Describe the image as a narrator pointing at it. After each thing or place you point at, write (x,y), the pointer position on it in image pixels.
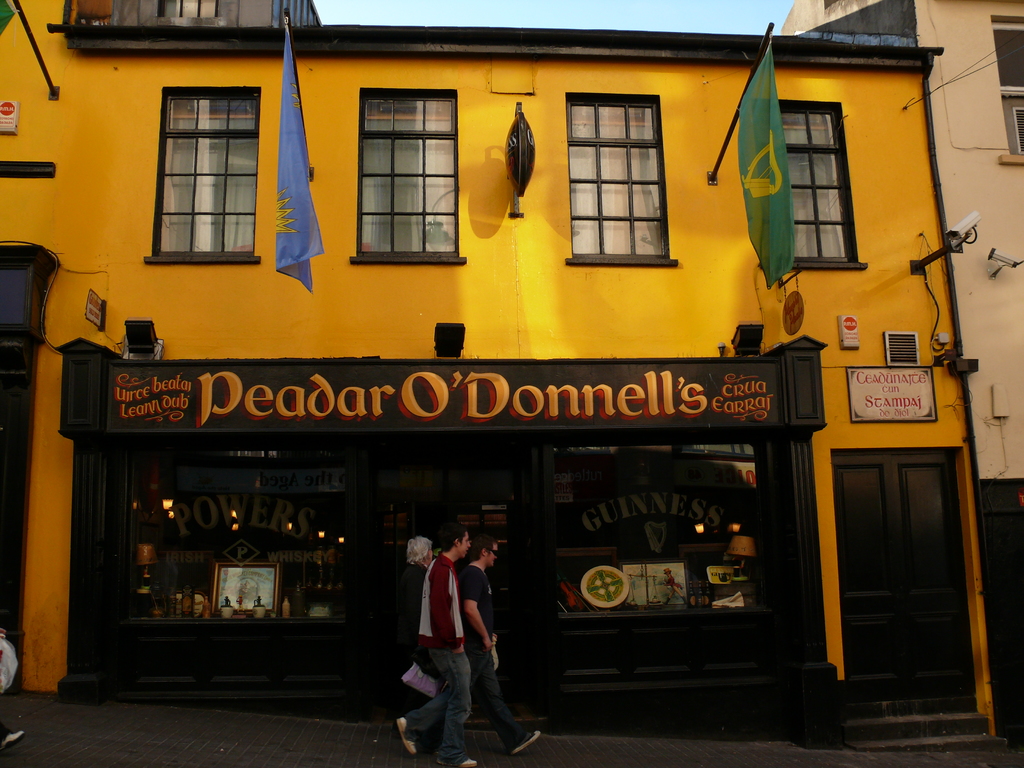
There are people (426,603) walking. We can see buildings (460,48), flags (750,93) with sticks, windows (661,145), boards (887,383), cameras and glass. In the background (645,21) we can see sky (631,19).
